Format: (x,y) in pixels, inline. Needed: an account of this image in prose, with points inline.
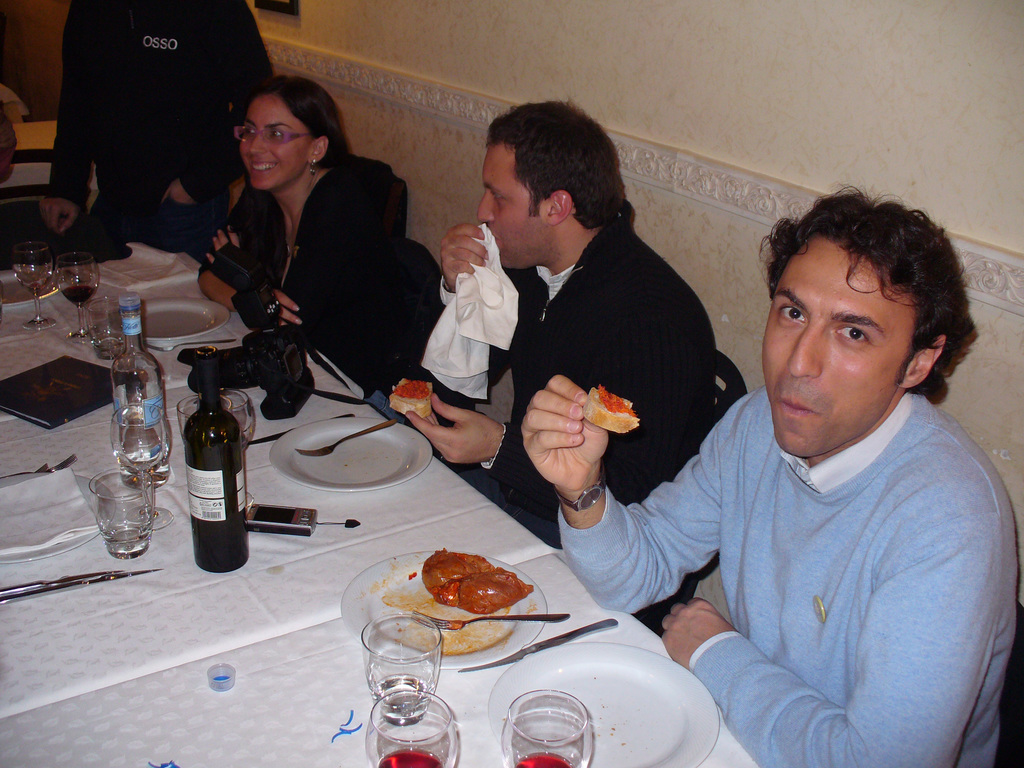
In this image we can see two men (653,429) holding the food item (427,397) and sitting in front of the dining table (297,711). There is also a woman (333,209) sitting and smiling and on the dining table (338,531) we can see the bottles (203,353), glasses (385,669), plates (343,465), spoons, menu book (103,377) and also a mobile phone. In the background (407,59) we can see the wall (741,29).
